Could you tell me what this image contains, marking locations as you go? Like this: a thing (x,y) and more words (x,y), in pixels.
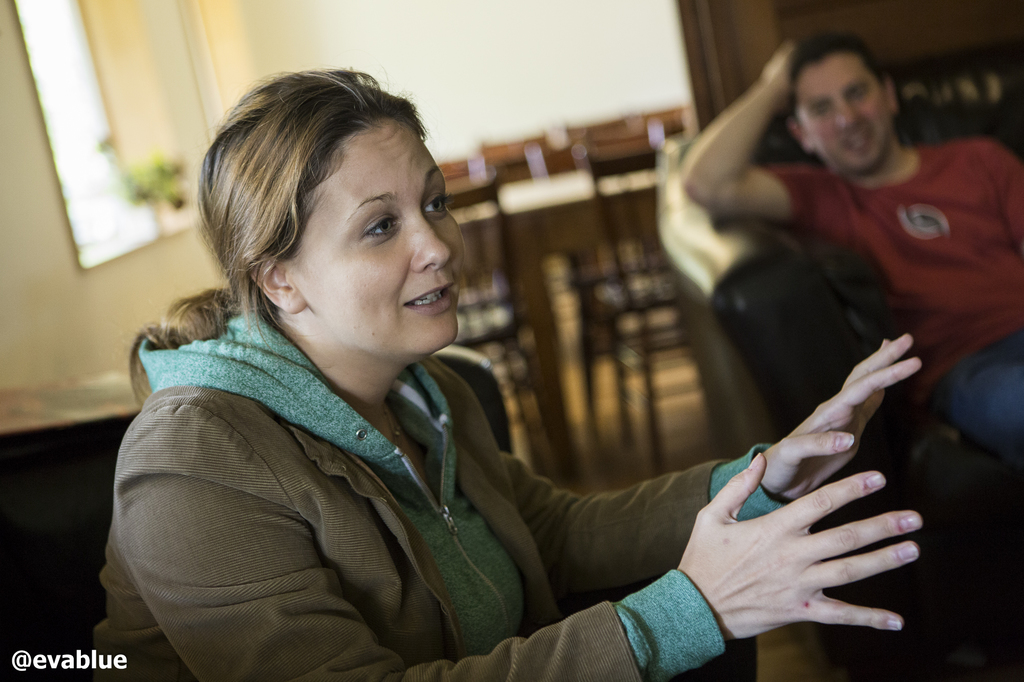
This image consists of a woman (402,411) wearing a green jacket (363,436) is sitting. On the right (934,326), there is a man (982,336) wearing a red T-shirt (981,338) is sitting on a sofa (992,461). At the bottom (800,655), there is a floor (806,659). In the background (666,287), we can see chairs (491,221) and a wall (6,370) along with the window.
